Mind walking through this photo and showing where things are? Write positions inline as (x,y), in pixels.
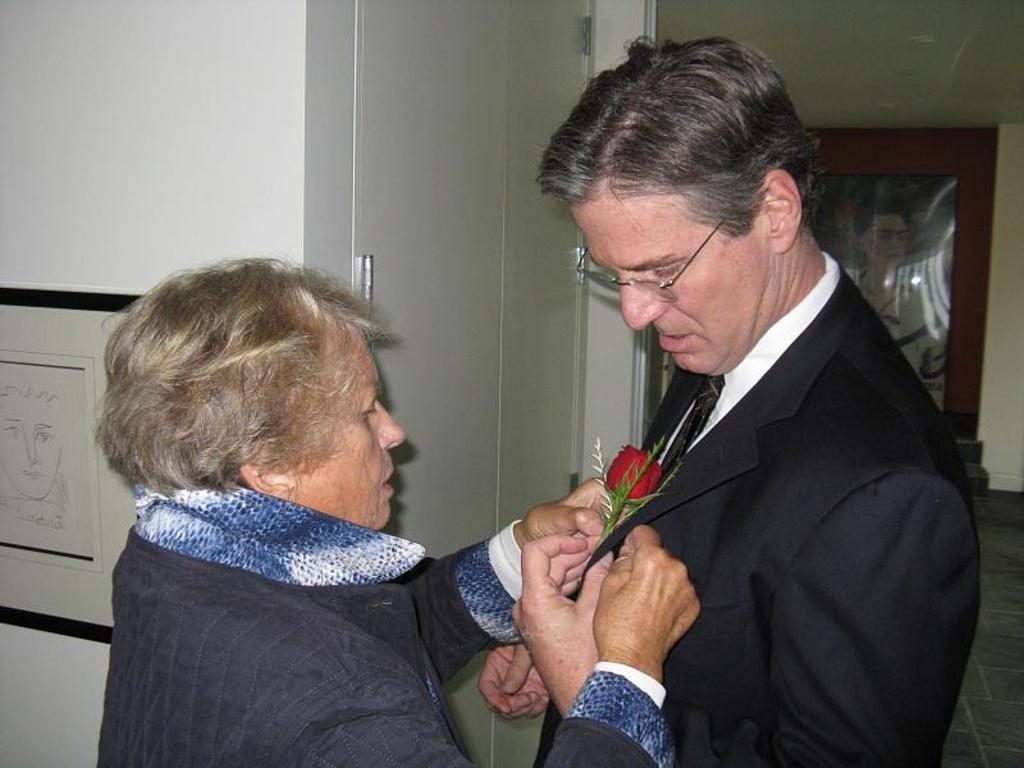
In the center of the image (679,352) we can see two persons (680,509) are standing and they are in different costumes (801,483). Among them, we can see one person (245,299) is holding a flower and the other person (720,125) is wearing glasses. In the background (41,329) there is a wall (117,174), door (551,228), photo frames (877,246) and a few other objects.
